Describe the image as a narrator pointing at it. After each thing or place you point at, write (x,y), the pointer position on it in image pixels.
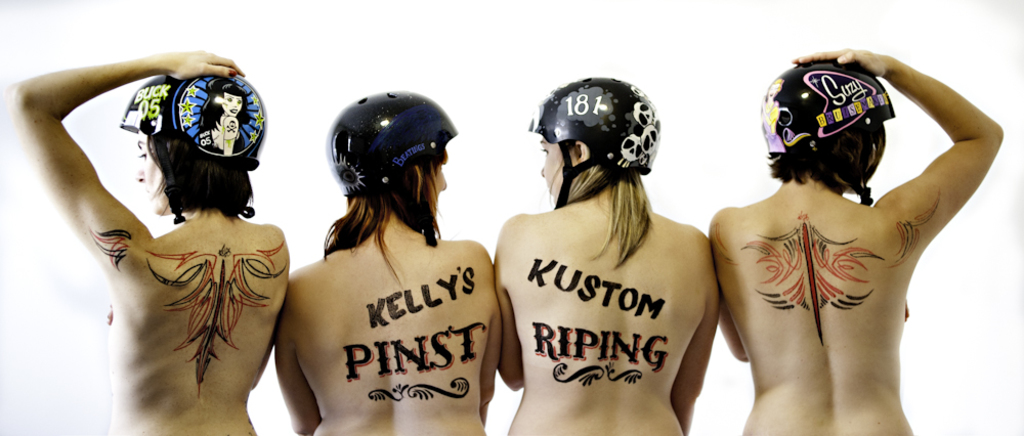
In this picture we can see there are four women (357,265) with the helmets (186,109). On the women back (451,278), it is written something and drawings (790,279). In front of the people (629,323) it is in white color.
